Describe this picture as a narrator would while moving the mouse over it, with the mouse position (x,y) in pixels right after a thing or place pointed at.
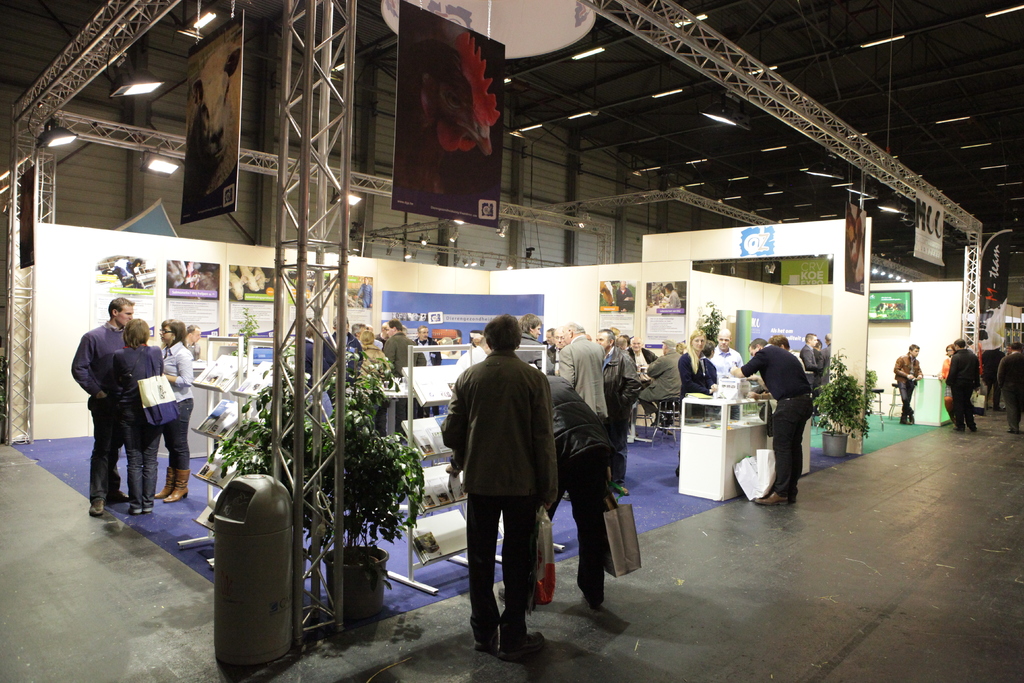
In this image I can see number of people (572,337) are standing. I can also see number of poles (680,194), number of boards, plants (223,473), few book stands (208,486) and on it I can see number of books (424,447). On the top side of this image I can see number of lights (889,213) and on the bottom left side (289,627) I can see a black colour thing (254,484). I can also see few of the people (548,487) are carrying bags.
